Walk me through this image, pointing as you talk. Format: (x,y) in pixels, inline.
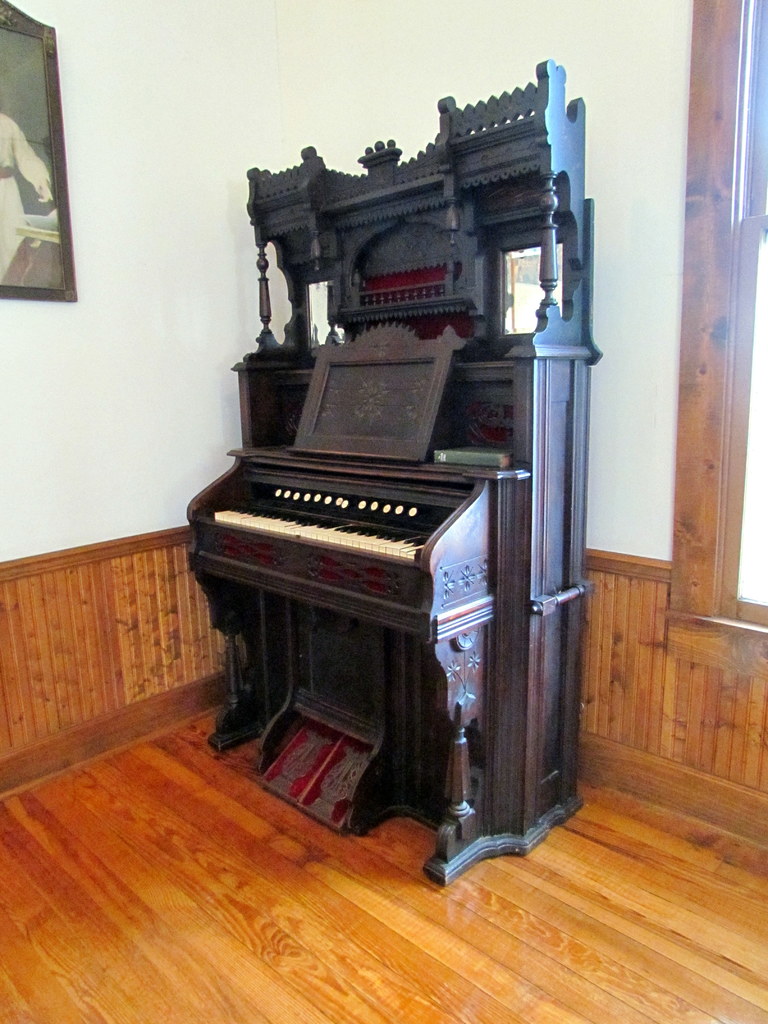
In this image i can see a piano (315,559).
